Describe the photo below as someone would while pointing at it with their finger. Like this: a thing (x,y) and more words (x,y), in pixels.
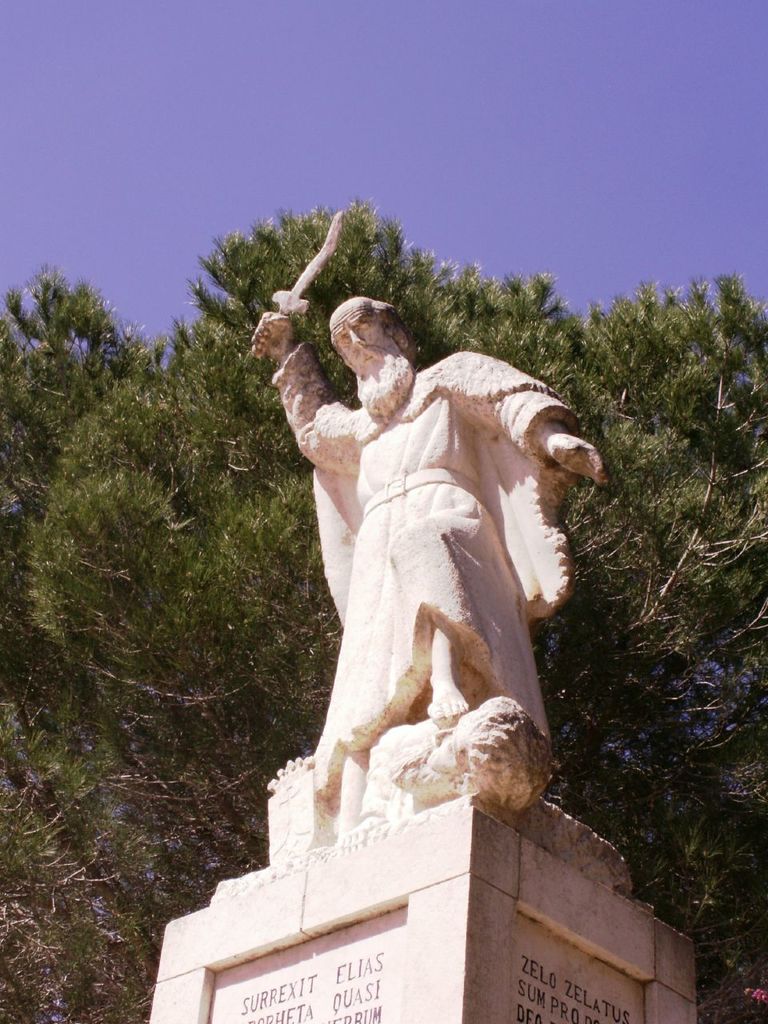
Here I can see a statue (443,534) of a person (383,557) is holding a sword (297,291) in the hand (270,333). This statue (426,603) is placed on a pillar (417,959) on which I can see some text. In the background (125,502) there is a tree (114,468). On the top of the image (383,85) I can see the sky (333,92).
